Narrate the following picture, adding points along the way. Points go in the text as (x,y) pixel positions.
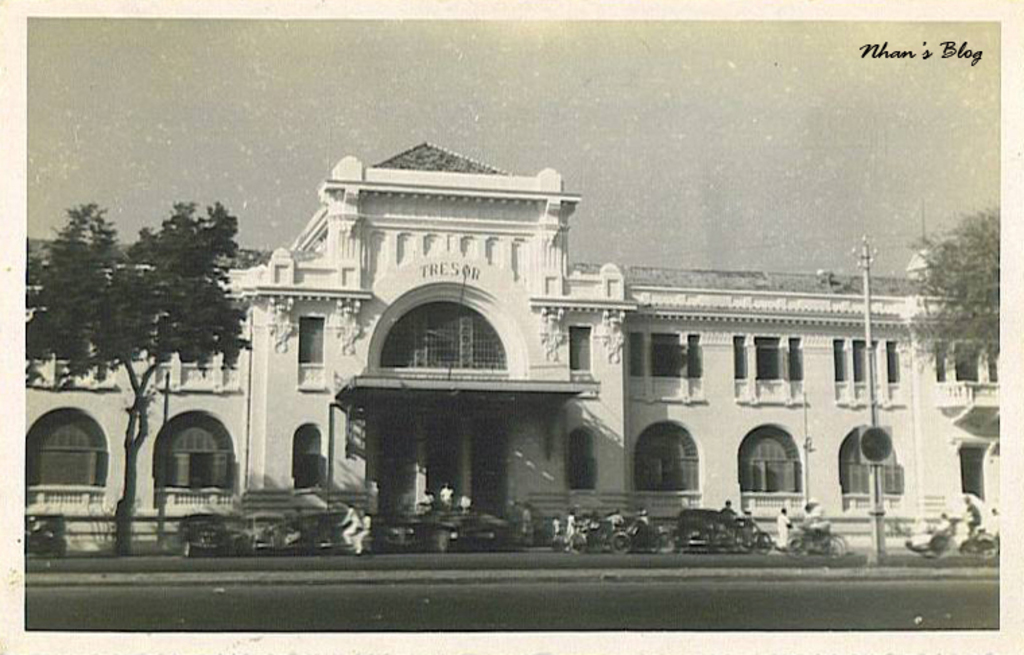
This is a black and white picture. In this picture we can see a building (760,402), windows (754,432), trees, poles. We can see the people (945,524), vehicles (323,542). At the bottom portion of the picture (754,576) we can see the road (796,589). In the top right corner of the image (976,47) we can see watermark (883,51).
